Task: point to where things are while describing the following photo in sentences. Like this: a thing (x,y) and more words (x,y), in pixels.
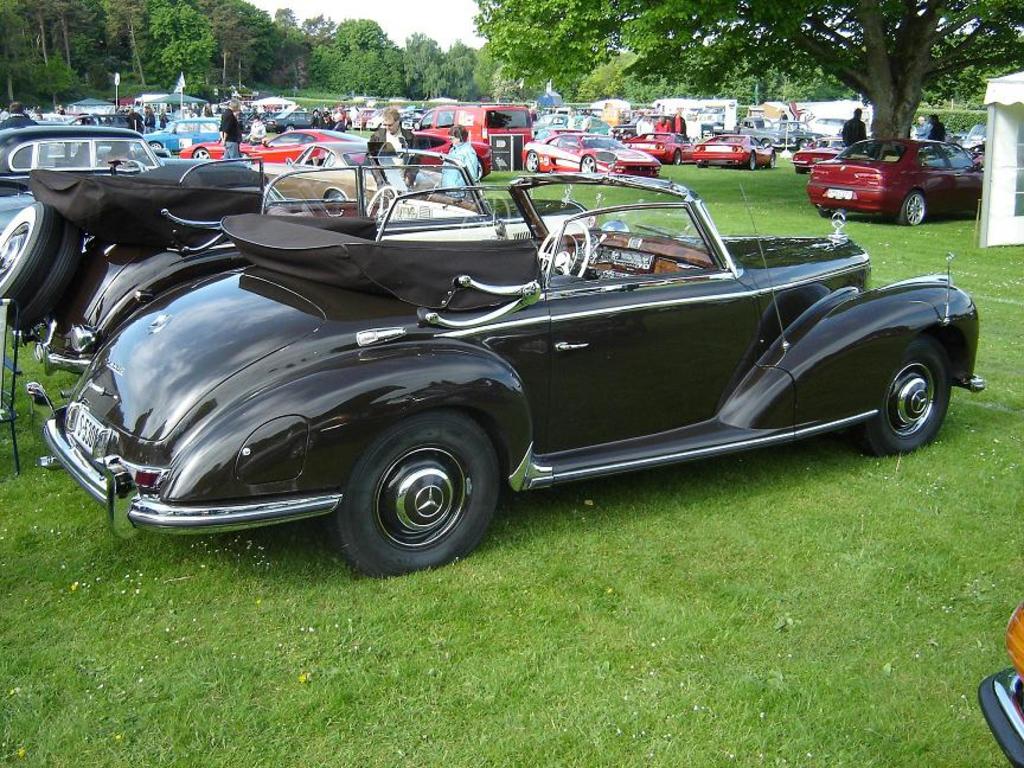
In the image we can see there are cars (378,187) parked on the ground (682,537) and the ground (632,660) is covered with grass (586,588). There are other people (397,185) standing on the ground (847,608) and behind there are lot of trees (763,39).
